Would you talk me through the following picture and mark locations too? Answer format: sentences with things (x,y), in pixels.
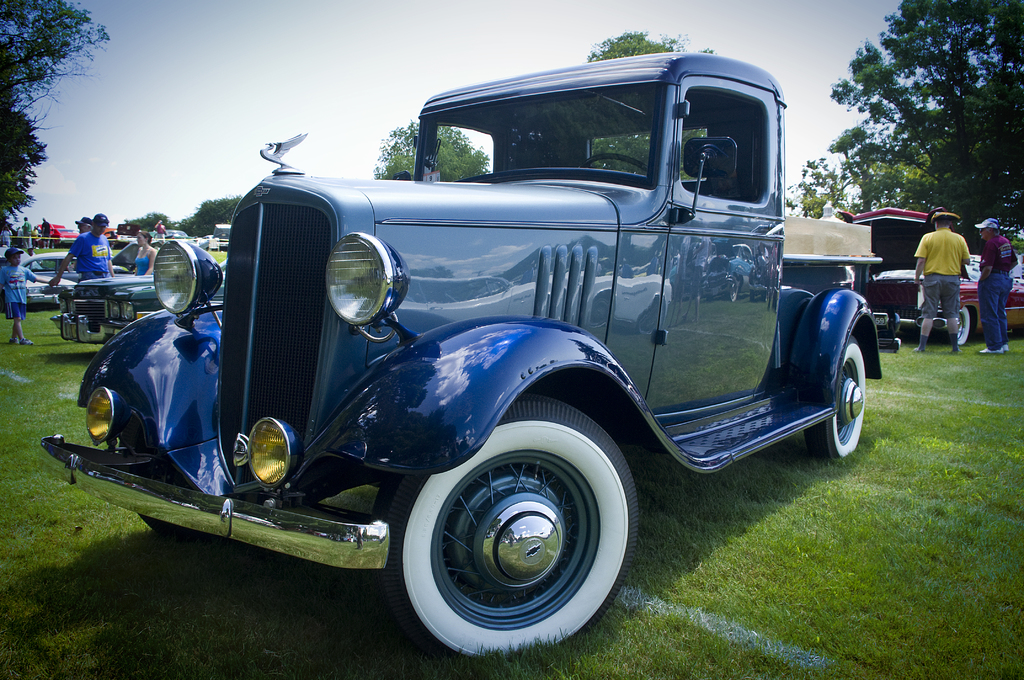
In the image we can see there are vehicles (586,264) parked on the ground (982,387) and there are people (9,253) standing near the vehicles (544,298). Behind there are trees (21,116) and the ground (859,528) is covered with grass (1,617). There is a clear sky (270,102).
